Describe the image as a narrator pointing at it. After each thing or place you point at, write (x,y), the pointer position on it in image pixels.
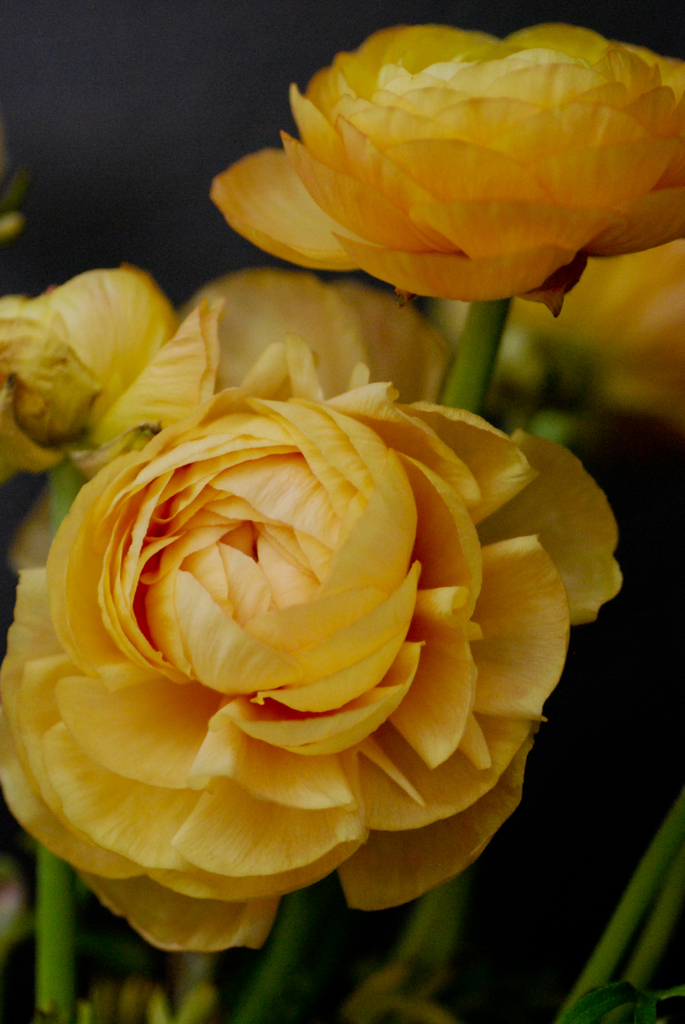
In the foreground of this image (293,557), there are yellow flowers (423,426) and the stems (274,945).
